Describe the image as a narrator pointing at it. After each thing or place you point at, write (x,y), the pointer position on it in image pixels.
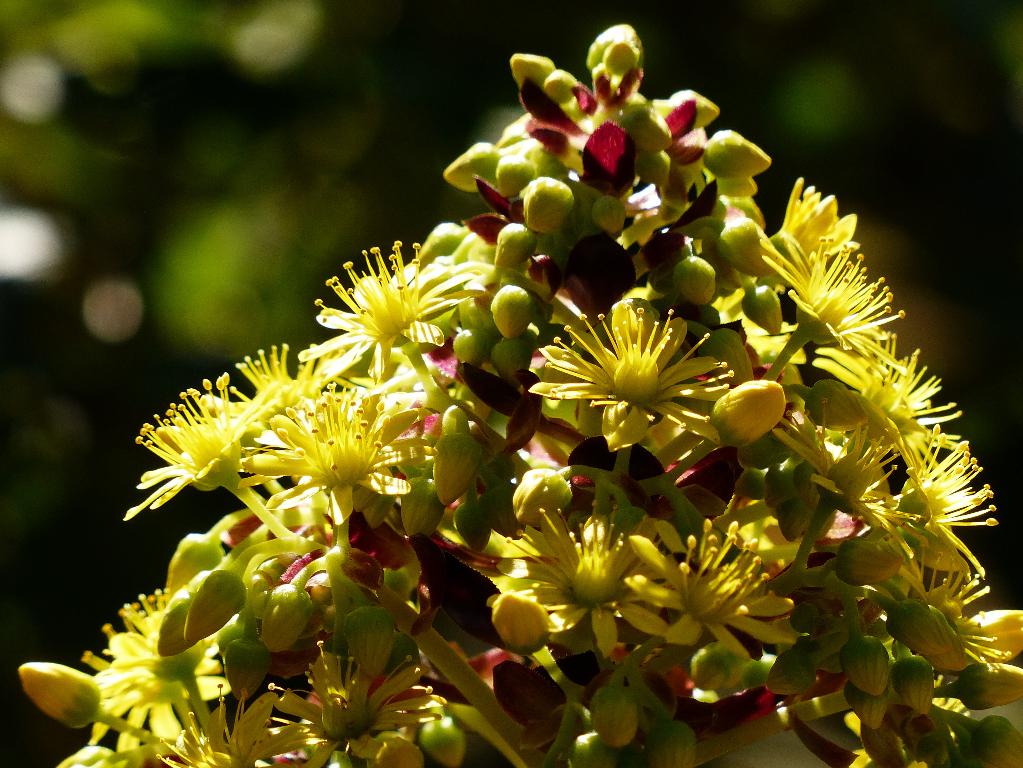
In the image we can see some flowers (862,515). Background of the image (958,10) is blur.
